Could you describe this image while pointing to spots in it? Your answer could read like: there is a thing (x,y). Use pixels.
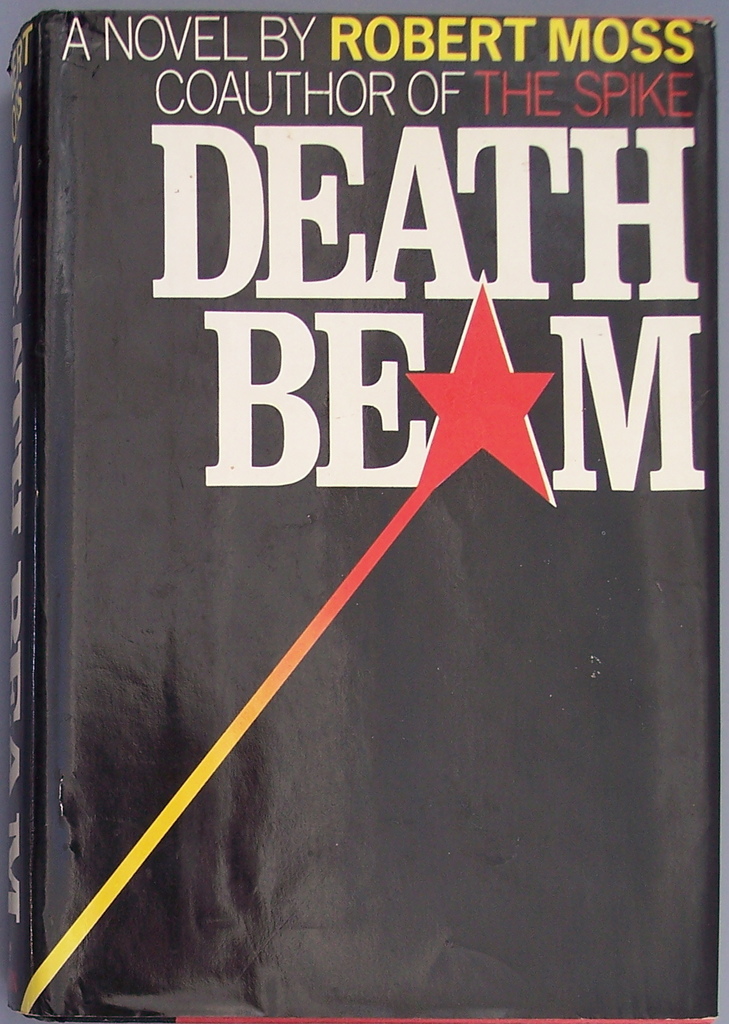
By seeing this image we can say it is a book (354,872), which is in black color and a text (679,434) was written on it and a star mark (490,398) is there.
